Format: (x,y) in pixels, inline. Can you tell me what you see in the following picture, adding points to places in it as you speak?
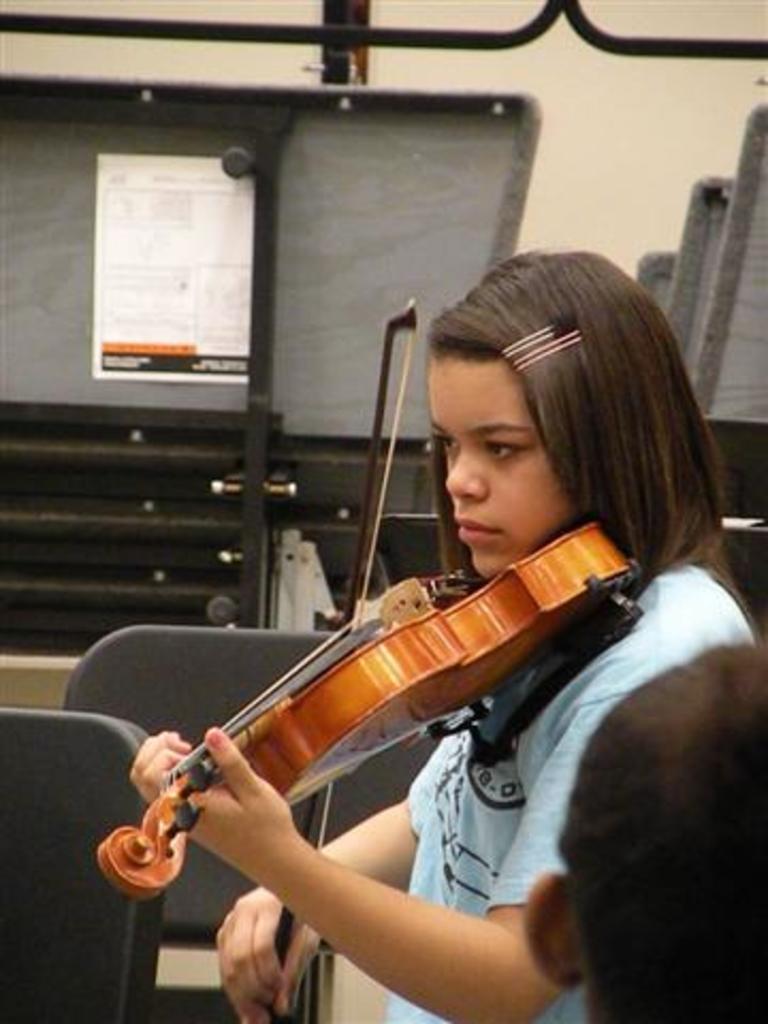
In this image we can see a girl (241,774) playing a violin (575,582). In the foreground (701,1010) there is a person (624,1021). In the background (60,614) there are some objects (290,166) and wall (565,156).
